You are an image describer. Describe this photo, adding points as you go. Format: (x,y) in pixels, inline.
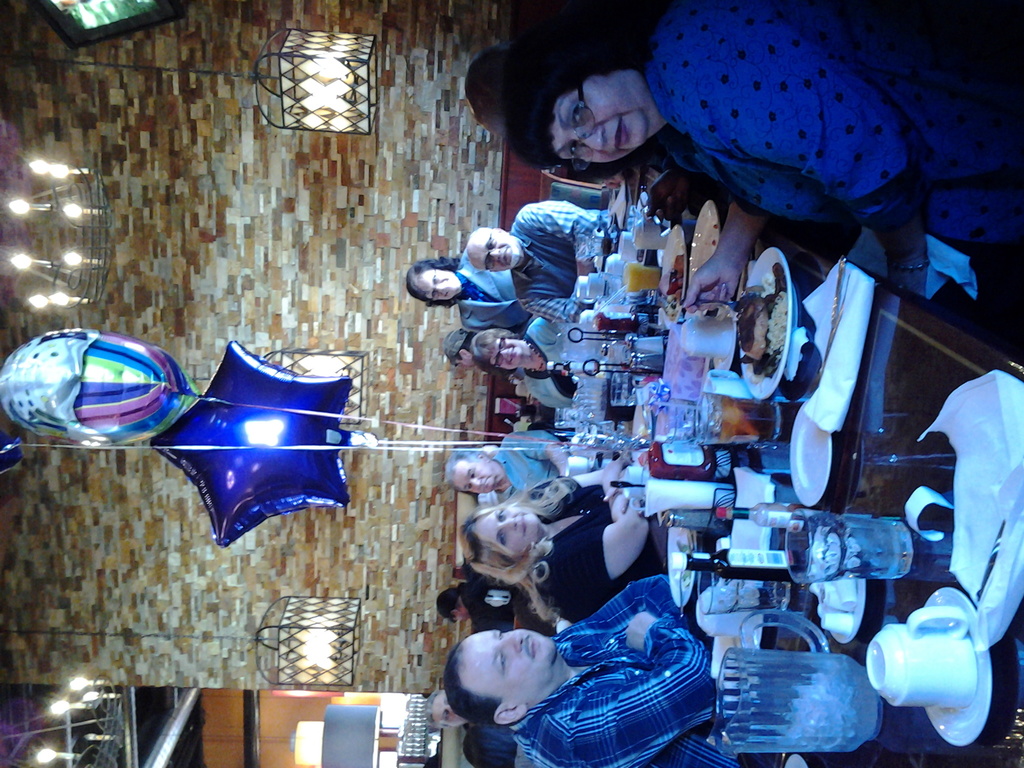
In this image we can see persons (691,121) sitting on the chairs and a table (714,529) is placed in front of them. On the table (742,410) there are cup (936,671) and saucers (964,600), crockery (894,633), cutlery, beverage bottles (779,518) and balloons (252,415). In the background (218,186) we can see chandeliers (93,209) and wall (211,291).
